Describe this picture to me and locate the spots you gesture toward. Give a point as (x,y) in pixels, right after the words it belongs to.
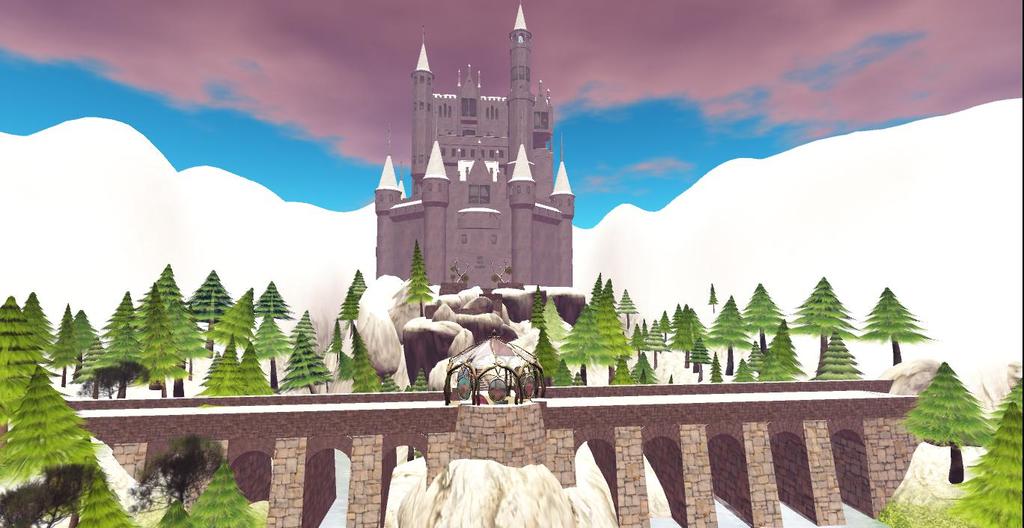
This image is a depiction. In this image we can see a castle (443,215) and many trees (897,356). In the background (255,48) we can see the sky (604,70) and at the bottom (543,457) there is bridge (623,445).
